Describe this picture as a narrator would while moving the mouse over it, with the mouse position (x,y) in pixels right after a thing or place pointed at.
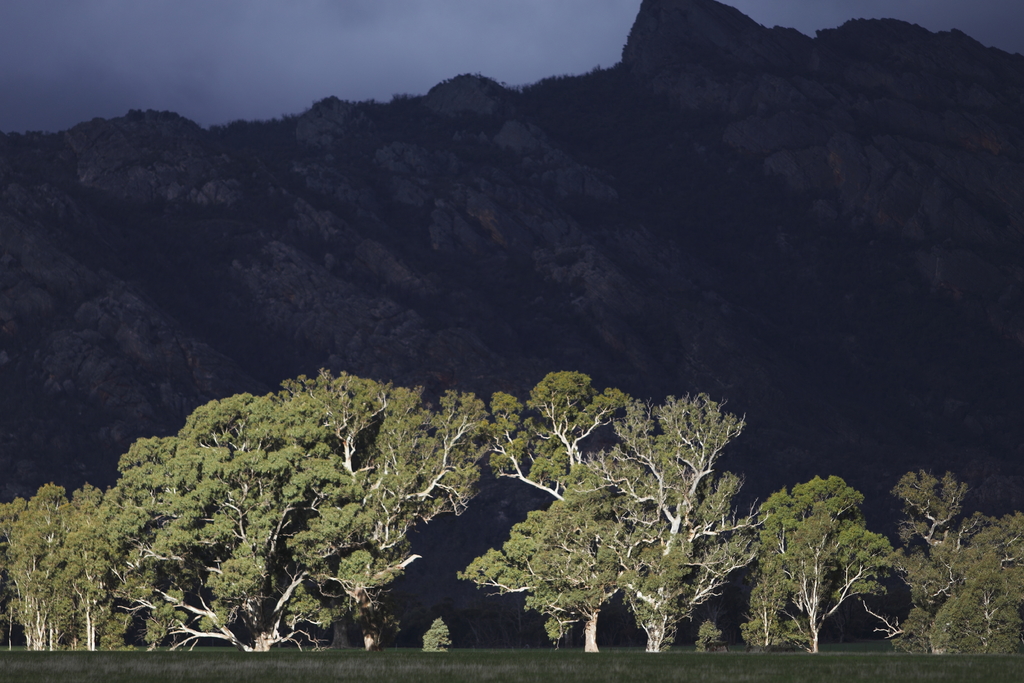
In this image in the front (343,463) there are trees (552,495). In the background (656,147) there are mountains (417,125) and the sky (314,75) is cloudy.
